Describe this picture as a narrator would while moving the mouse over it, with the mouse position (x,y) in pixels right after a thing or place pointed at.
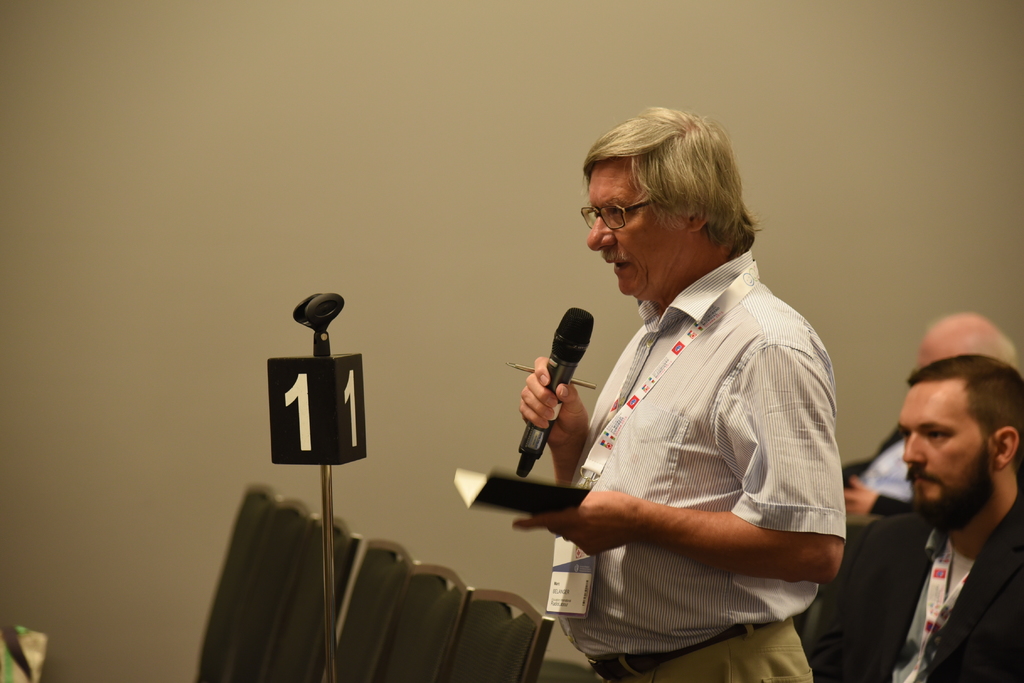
In this image in the front (690,404) there is a man (687,490) standing and holding book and a mic (534,425) in his hand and speaking. In the background (920,464) there are persons (950,485) sitting and there are empty chairs (434,628) and there is a stand (322,416) with some numbers (301,436) written on it.
